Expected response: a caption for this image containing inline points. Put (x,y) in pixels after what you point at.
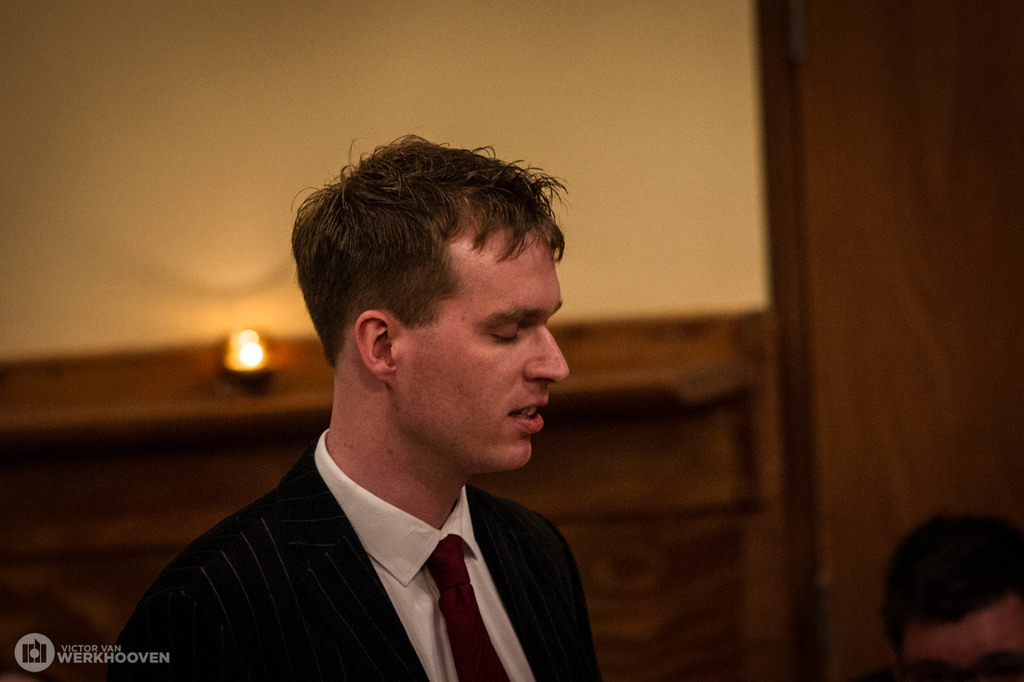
In this picture I can see a person (493,352) wearing a coat (357,585). I can see his eyes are closed. I can see the light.
